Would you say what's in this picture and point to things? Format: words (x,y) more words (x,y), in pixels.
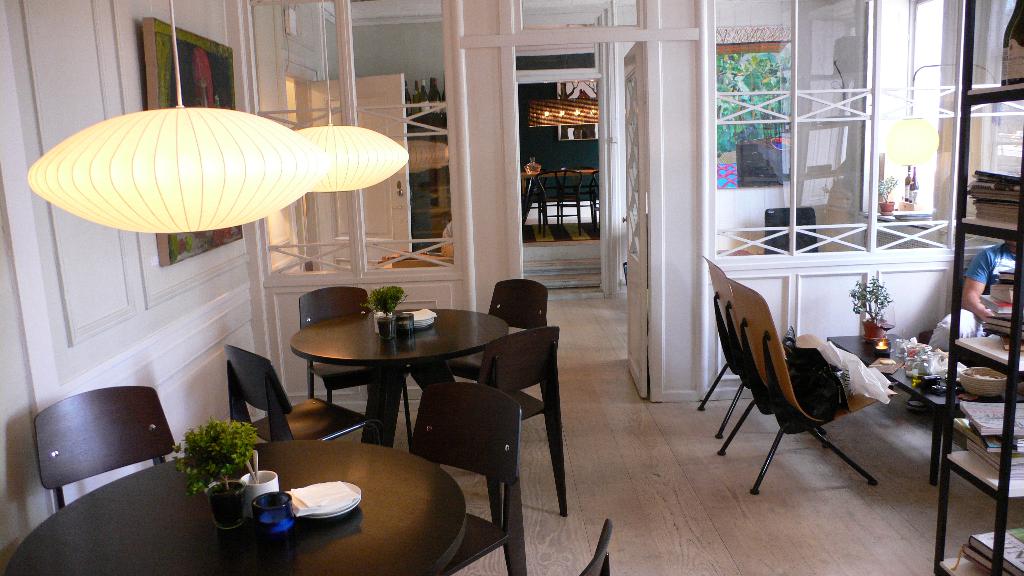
In this image I can see there are two tables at left side (328,333) and there are lights (191,149) attached to the ceiling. There is a bookshelf (955,267) at right side (974,276) and there is a man (989,259) sitting at the right side (1003,270) and there are few doors (364,100) and windows (720,134).
